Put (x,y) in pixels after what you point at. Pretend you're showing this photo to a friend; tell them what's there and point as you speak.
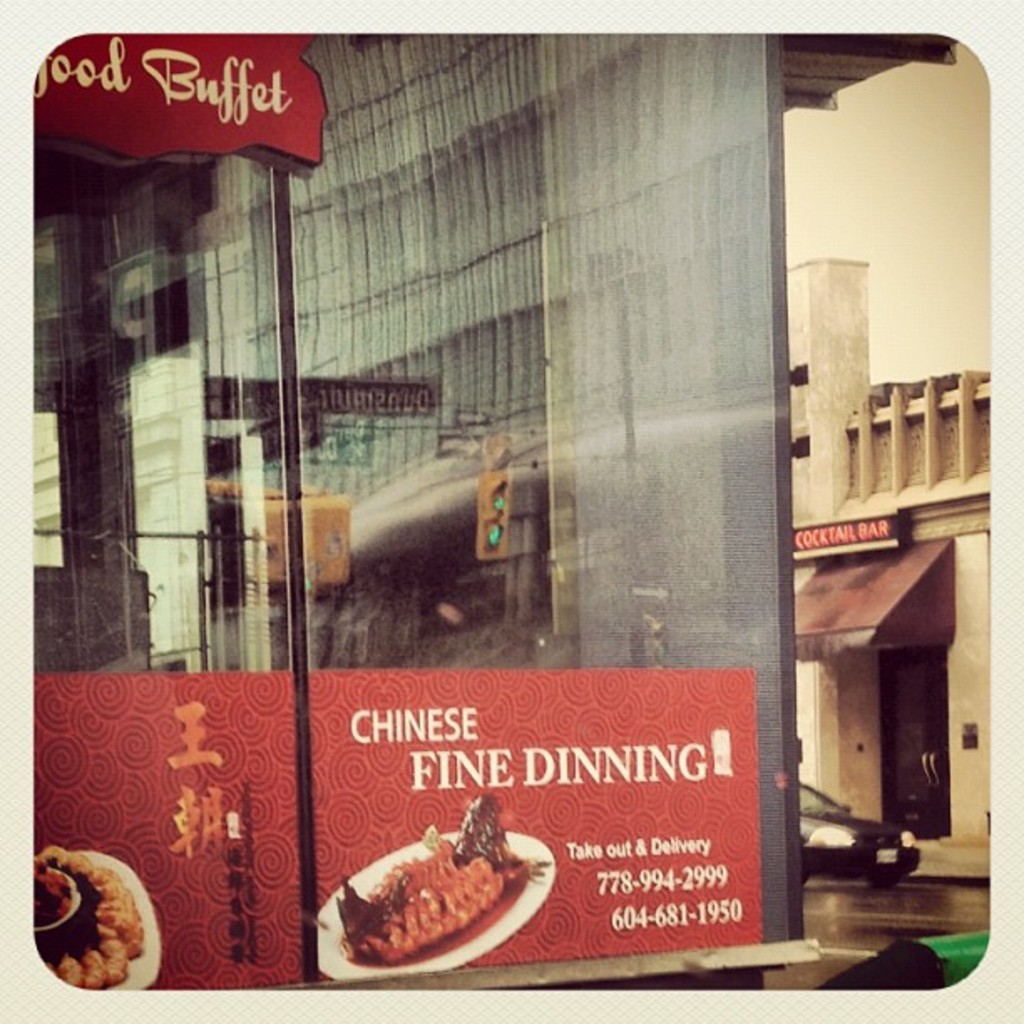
In the image we can see there is a glass door (466,533) on which it's written ¨Food Buffet¨. There is a reflection (512,545) of traffic light poles (318,532) on the glass door (394,275). Behind there is a building (923,824) and the sky (904,209) is clear.
